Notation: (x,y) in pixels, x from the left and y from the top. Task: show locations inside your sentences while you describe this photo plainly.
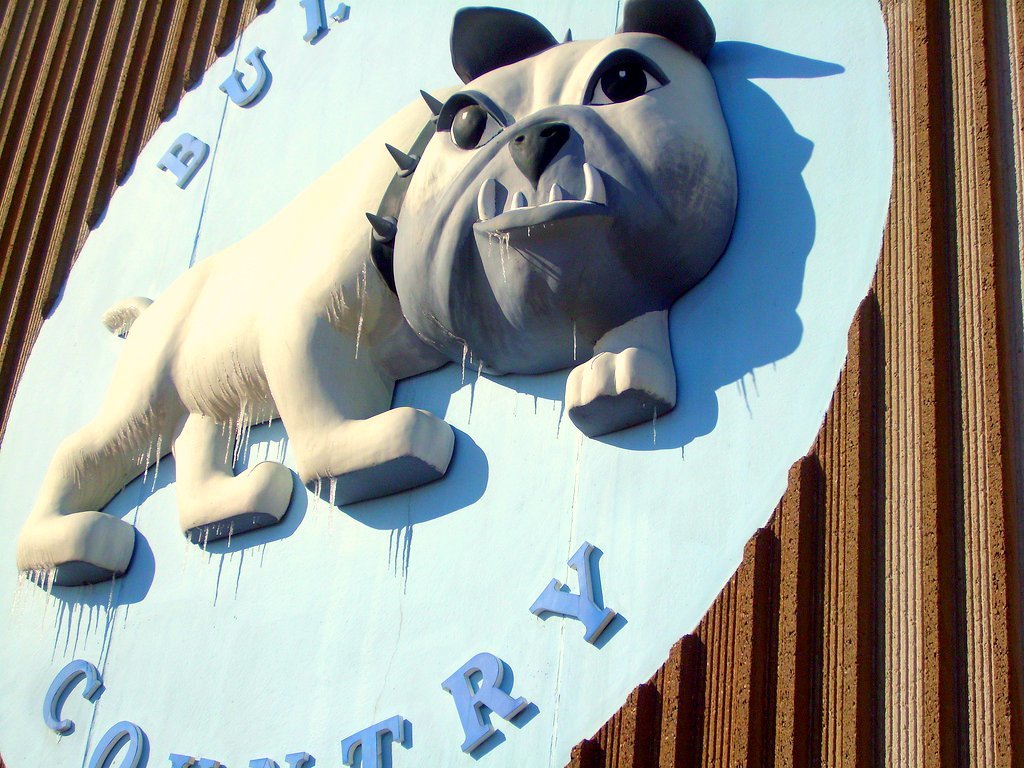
In this picture we can see a board (210,227) on wooden object (985,356).
